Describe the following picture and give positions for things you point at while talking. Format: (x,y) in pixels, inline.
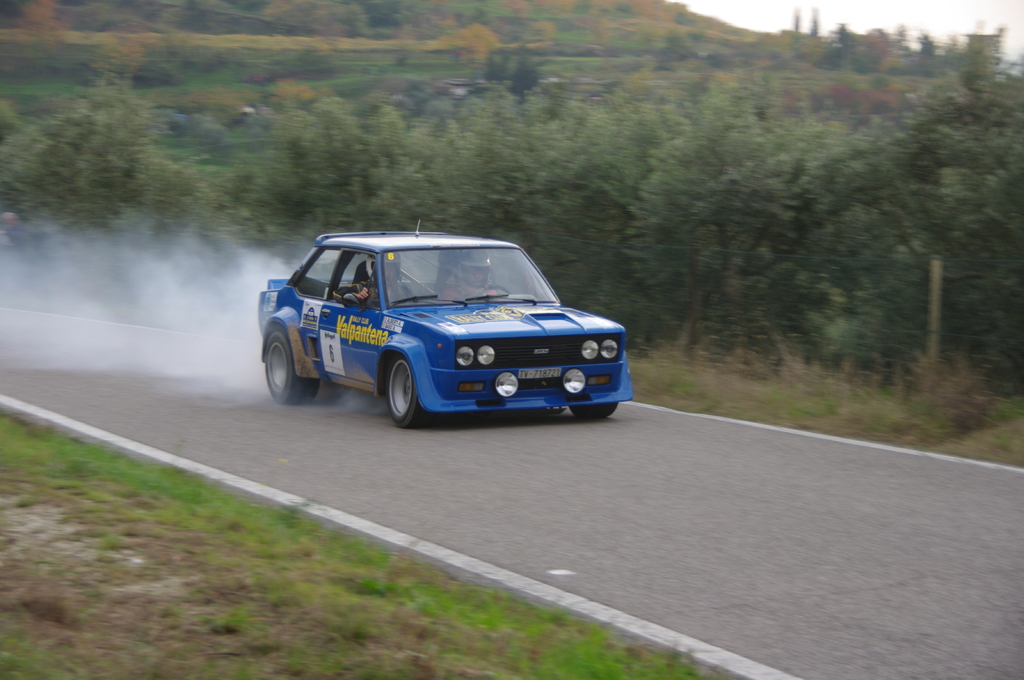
This image consists of a car (393,340) in blue color. At the bottom (389,465), there is a road (369,474). In the background (10,126), there are trees (658,148) and plants (214,145).
